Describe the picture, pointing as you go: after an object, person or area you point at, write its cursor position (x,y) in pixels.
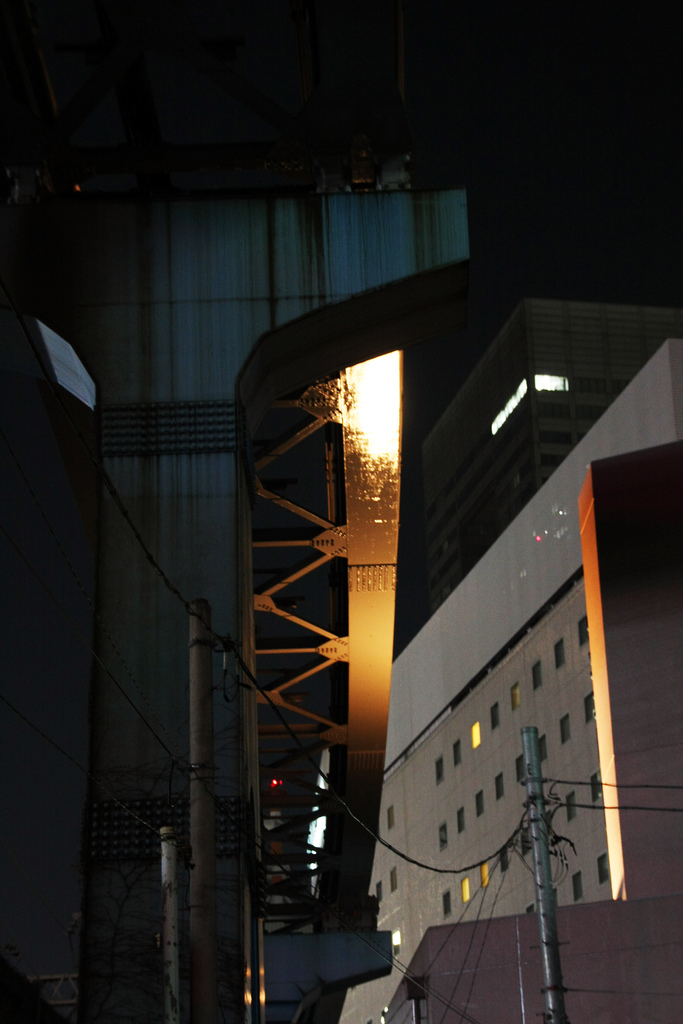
There is a silver color pole (540,871), which is having cables (551,832) connected. In the background (571,772), there are buildings (452,450) and poles (194,874). And the background (624,62) is dark in color.
